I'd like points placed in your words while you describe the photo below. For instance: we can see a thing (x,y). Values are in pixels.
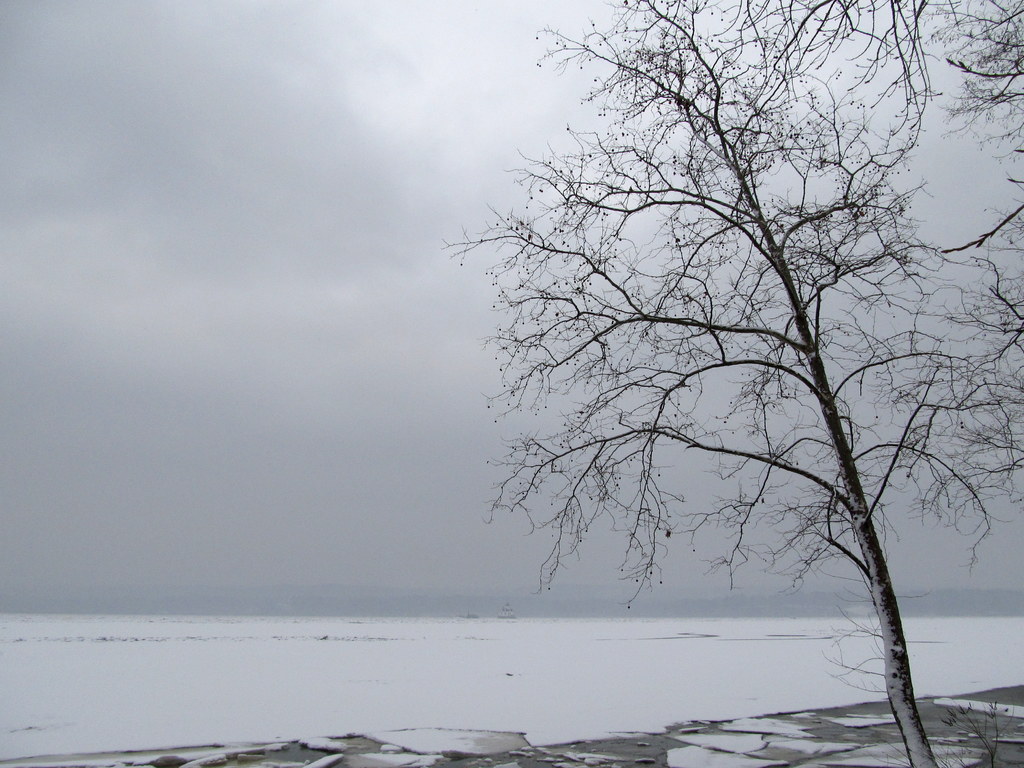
In this image we can see a snow (372,638) and a tree (813,375) in front of the image. We can see clouds (319,248) in the sky (343,391).
